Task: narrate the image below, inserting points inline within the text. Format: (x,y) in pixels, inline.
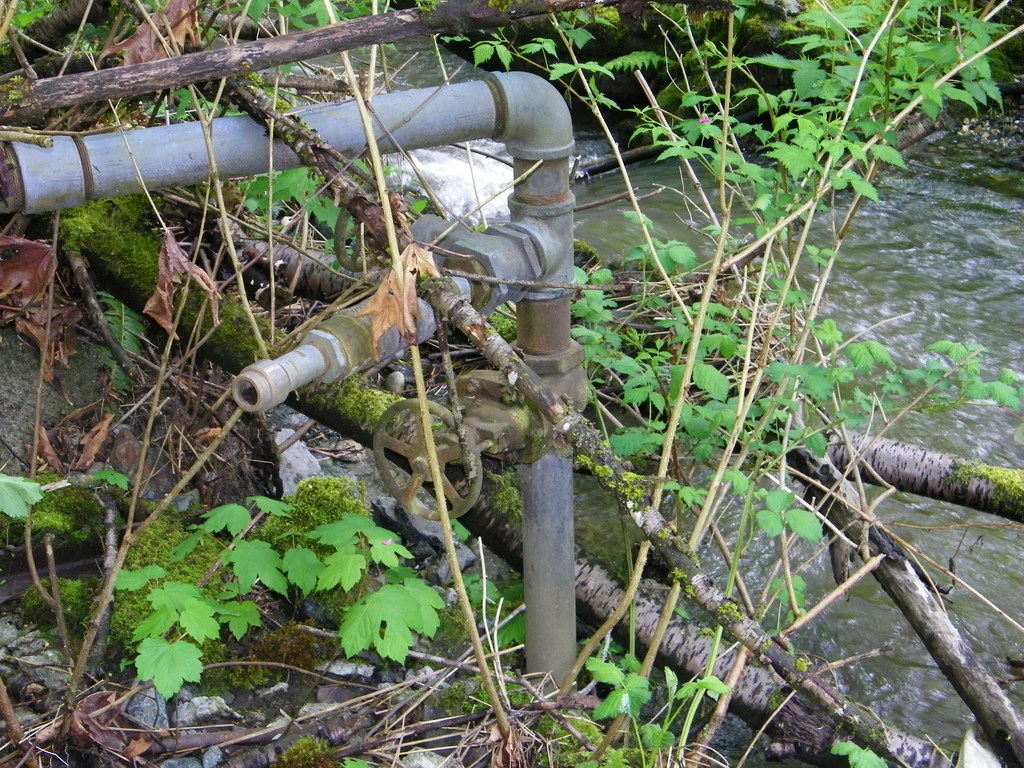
In this image we can see some plants (986,21), sticks (748,621), water (735,524), pipes (39,193), a wheel (417,450), also we can see some stones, and leaves (10,479) on the ground (167,463).
